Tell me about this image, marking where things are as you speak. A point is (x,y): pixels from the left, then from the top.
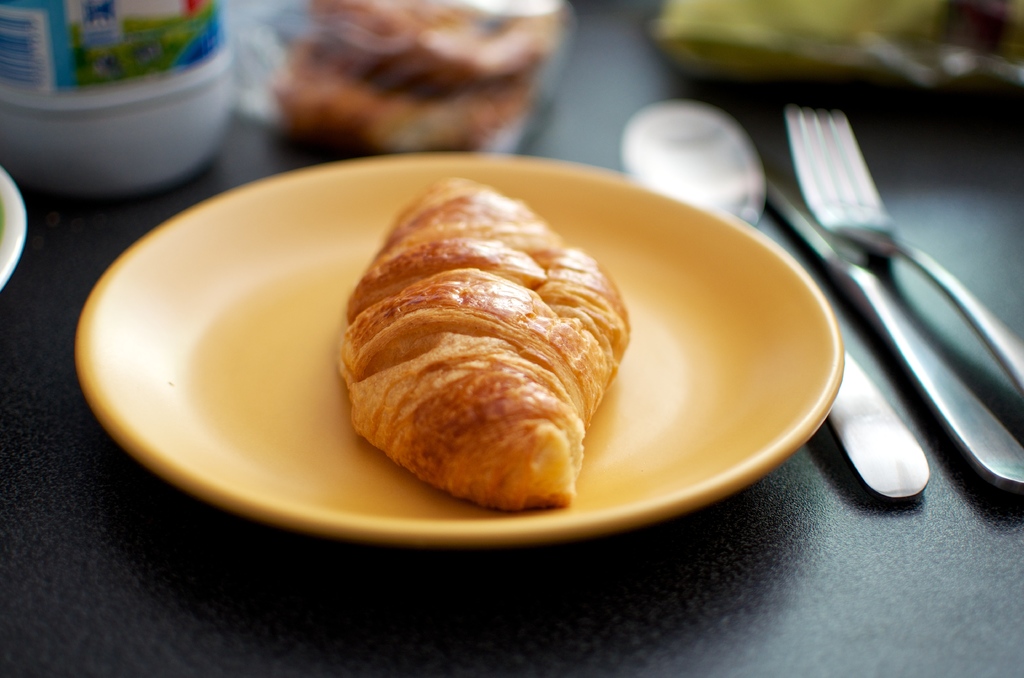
In this picture we can see a food item (414,398) on a plate (414,181), spoon (705,135), fork (803,145), knife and some objects (540,76) and these all are placed on a platform (68,593).
